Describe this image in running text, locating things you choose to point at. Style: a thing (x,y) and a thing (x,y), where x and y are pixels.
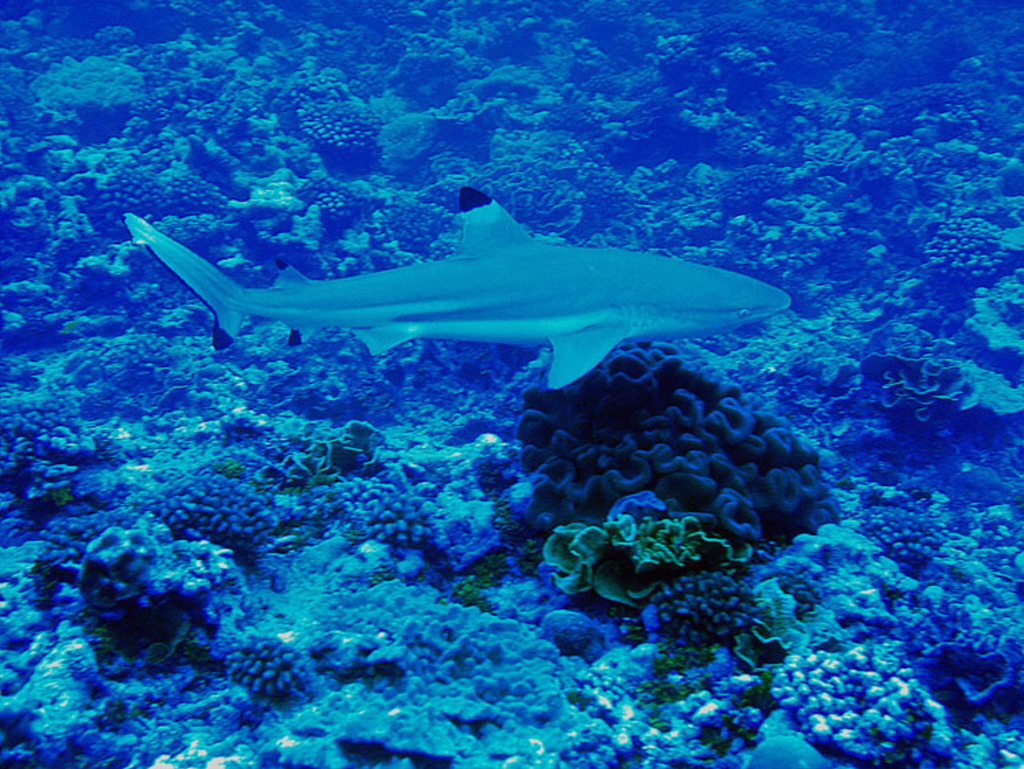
In this picture we can see an underwater environment (465,146), there is a fish (524,316) in the middle (628,290), at the bottom (607,558) there are some plants (564,519).
